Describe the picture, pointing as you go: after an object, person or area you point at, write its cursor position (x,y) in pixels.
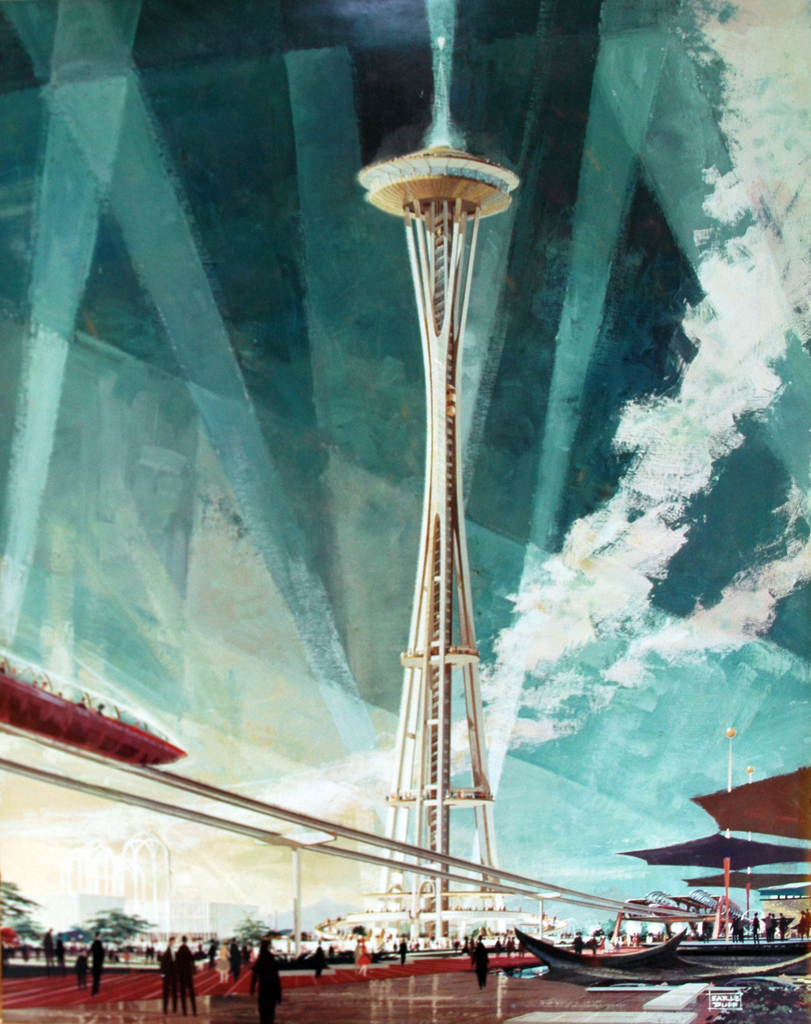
In this image I can see the painting (391,729) in which I can see the ground (397,968), few persons (213,954) on the ground (414,997), few tents (761,854), a bridge (233,823), a red colored vehicle (119,746) on the bridge (39,744) and the huge metal tower (418,921). In the background (342,396) I can see the sky (342,396).
